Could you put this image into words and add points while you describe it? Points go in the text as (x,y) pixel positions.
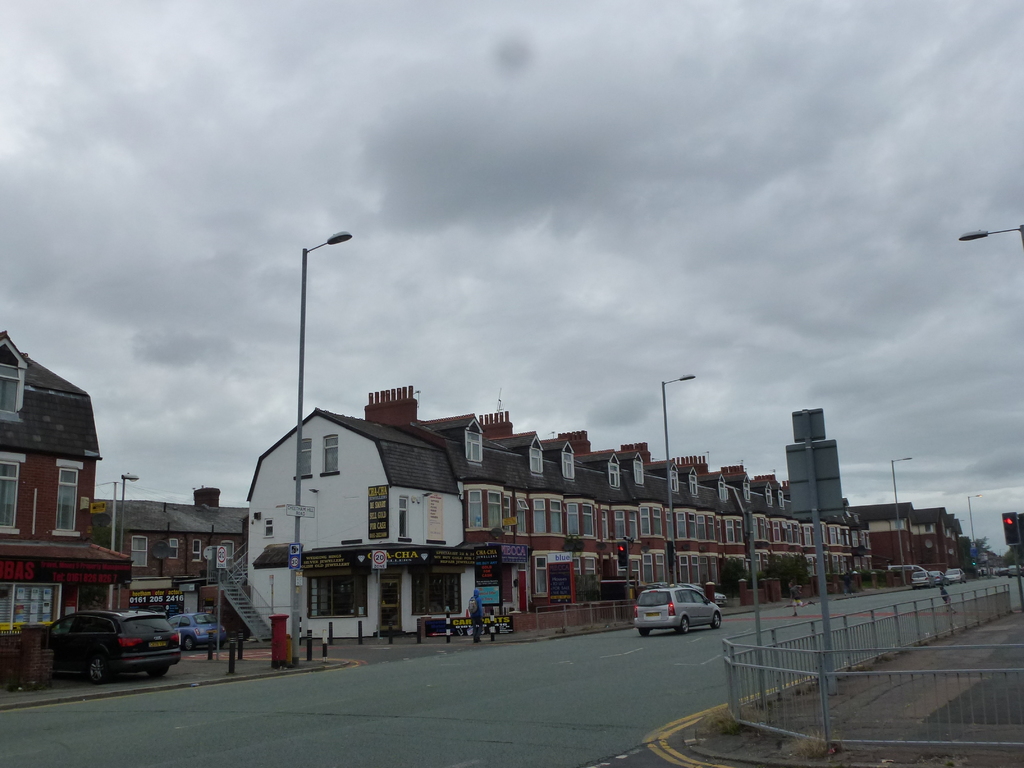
In this image we can see cars (717,607) are moving on the road (529,707). To the left side of the road (665,667) buildings (707,562), poles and cars (199,630) are there. Right side of the road (979,579) fencing (815,720) is present. Top of the image (538,220) sky (478,164) is covered with clouds (489,48).
